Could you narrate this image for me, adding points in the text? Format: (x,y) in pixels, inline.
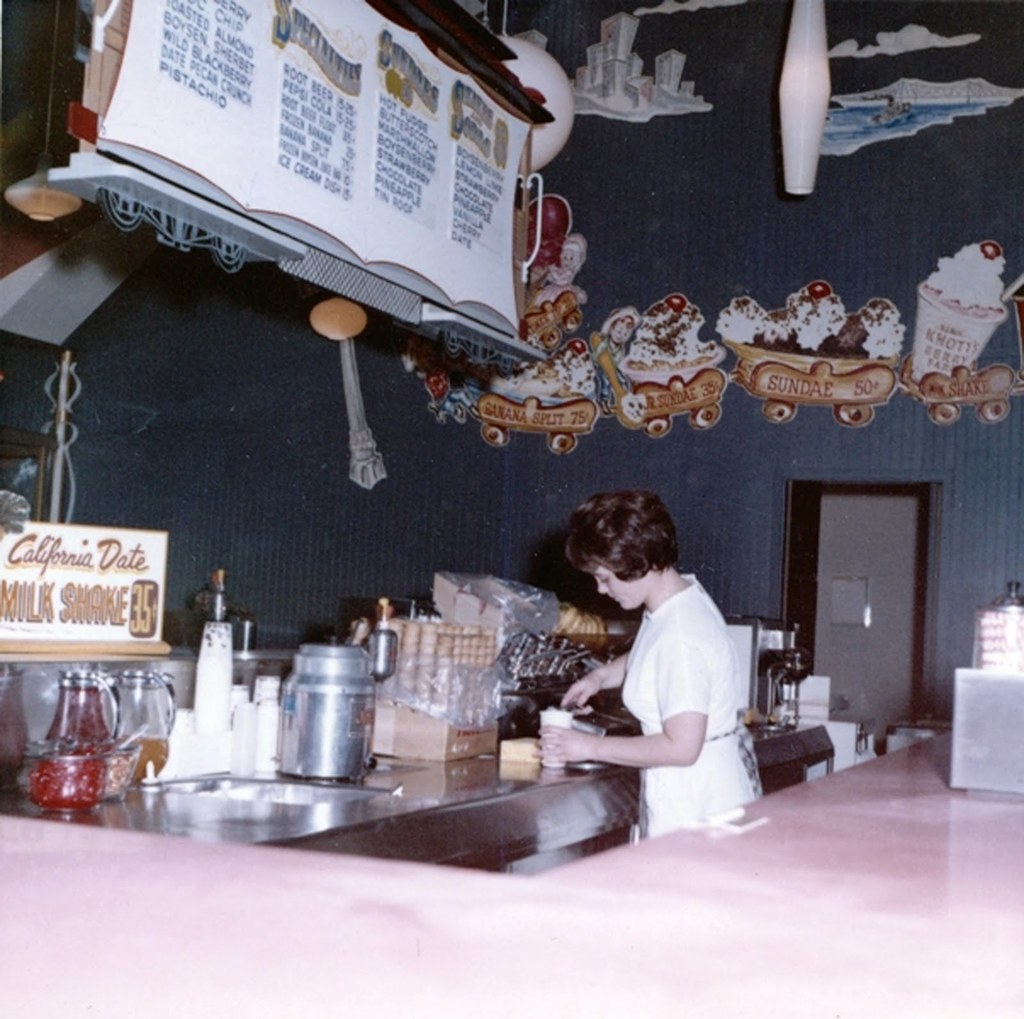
In the picture we can see a woman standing near the desk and preparing something. On the desk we can find a bottles (66,684), jars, cups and something items (783,723), in the background (179,526) we can find wall (290,465) and door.
